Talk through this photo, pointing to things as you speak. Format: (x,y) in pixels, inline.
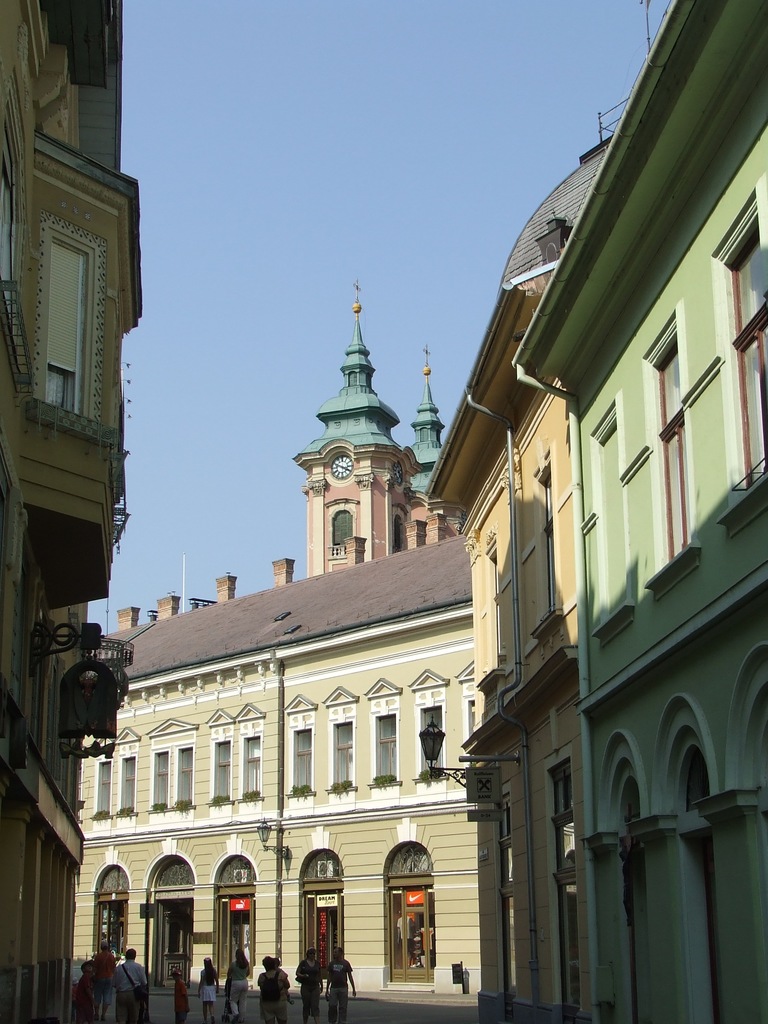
This is the picture of a building (507,809). In this image there are buildings (303,824) and there is a clock (350,475) on the tower (360,466) and there are pipes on the wall (565,729). There are street lights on the footpath (457,1002). At the top (303,226) there is sky (344,132). At the bottom (334,1021) there are group of people (341,1014) walking on the road (366,1021).
